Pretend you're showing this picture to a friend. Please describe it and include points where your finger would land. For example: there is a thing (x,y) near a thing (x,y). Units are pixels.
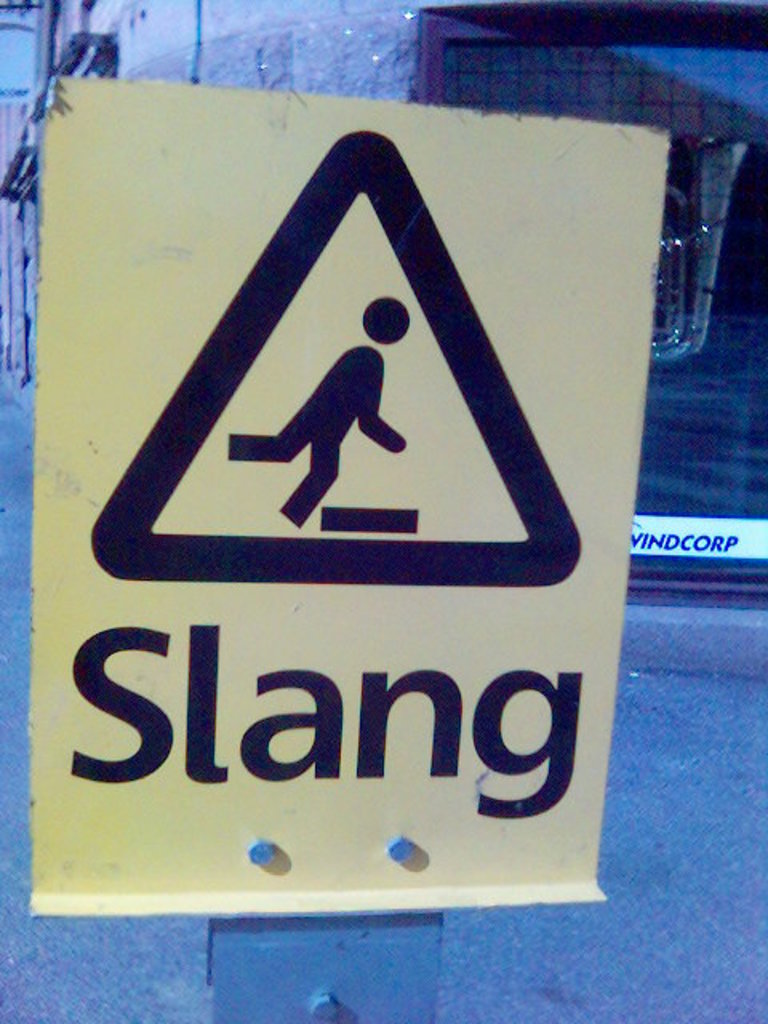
In the foreground of the picture (333,334) there is a sign board (499,370). In the background (452,88) there are buildings (676,69). At the bottom (682,804) it is road (94,953).
